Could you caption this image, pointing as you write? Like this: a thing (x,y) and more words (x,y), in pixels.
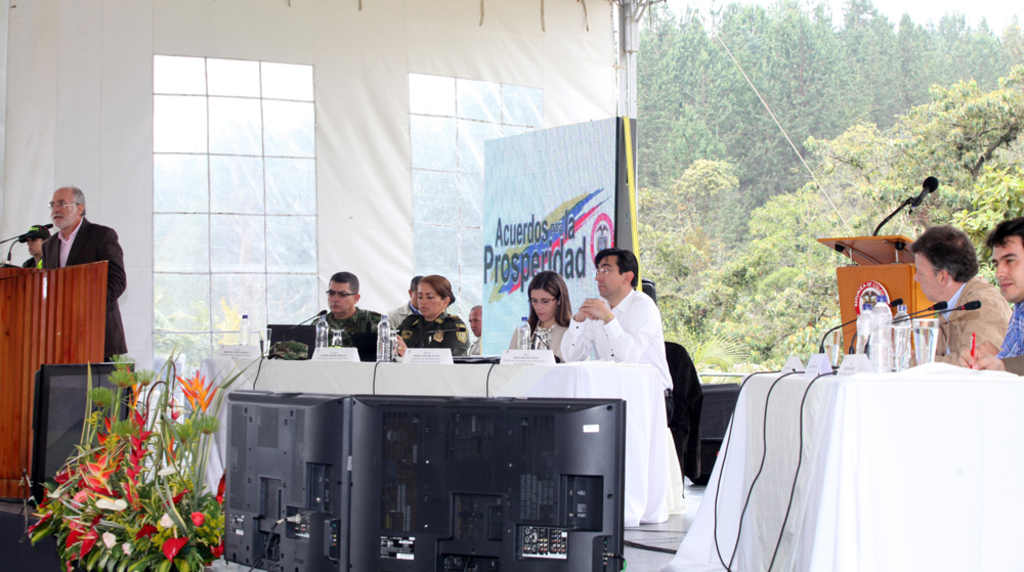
In this picture I can see group of people (555,337) sitting on the chairs (680,361), there are bottles (326,337), nameplates (521,364), glasses (340,343), mike's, laptops (311,327) and some other objects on the tables (494,366), there is a person (72,201) standing near the podium (21,435), there is another podium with the mike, there are flowers (168,496), speaker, tent (290,313), and some other items (308,470), and in the background (730,230) there are trees (822,84) and sky (980,16).
